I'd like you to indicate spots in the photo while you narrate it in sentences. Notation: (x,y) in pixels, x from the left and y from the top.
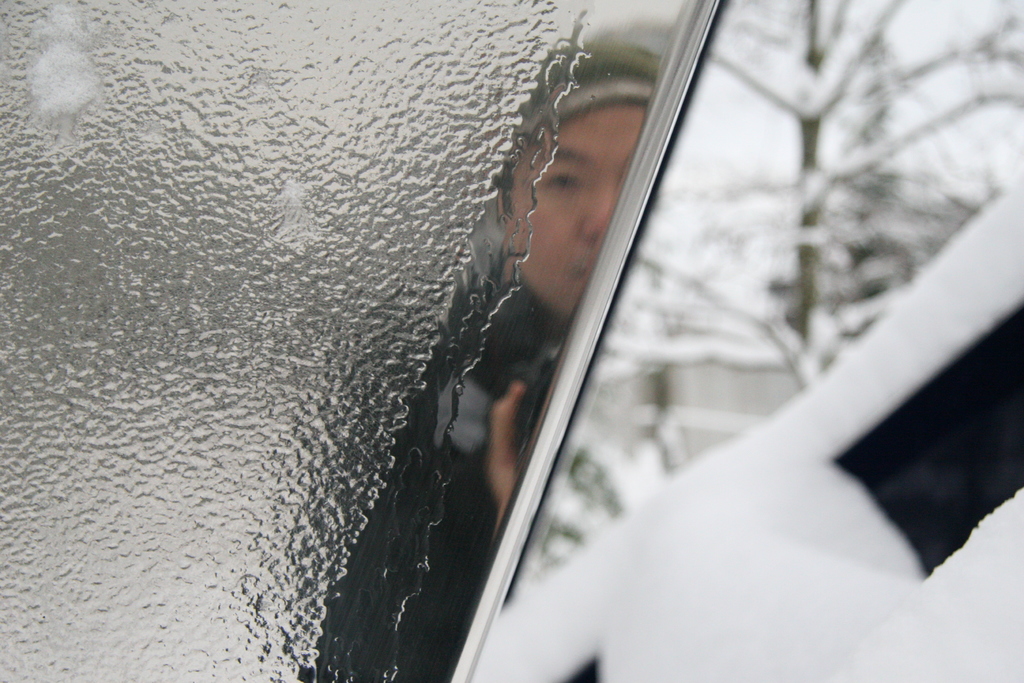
In this image I can see the glass (241,268). In the glass (229,164) I can see the person (478,366) with black color dress (432,469). And to the right (732,271) I can see the tree (741,228). On the glass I can see the water (153,448).
